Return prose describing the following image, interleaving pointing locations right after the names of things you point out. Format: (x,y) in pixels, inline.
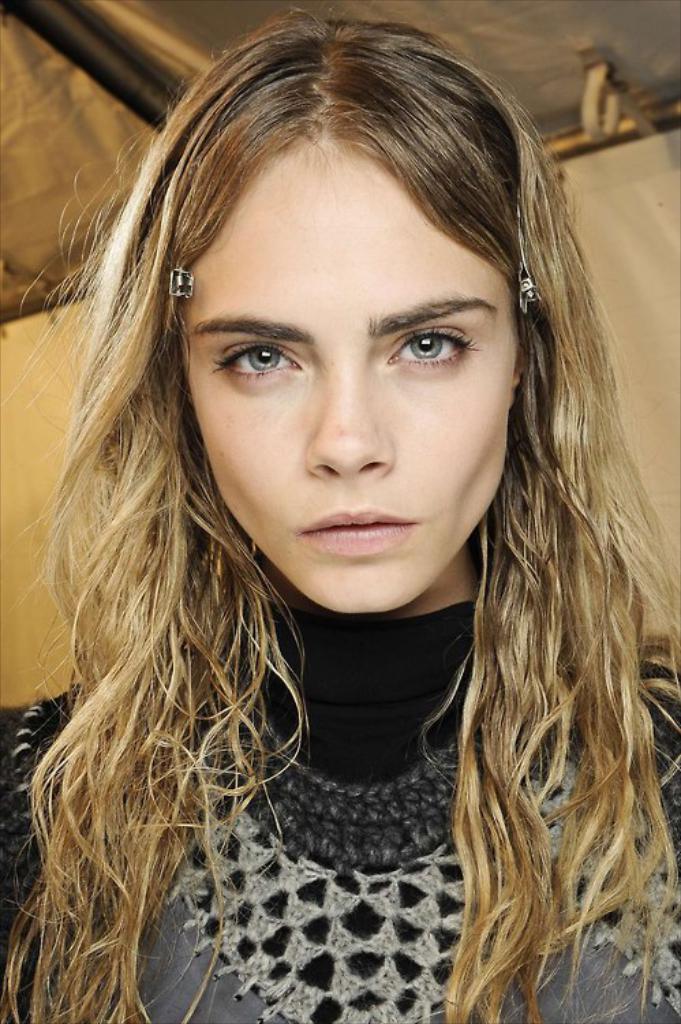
In this image there is a person (287,584) standing under the tent (635,286).
